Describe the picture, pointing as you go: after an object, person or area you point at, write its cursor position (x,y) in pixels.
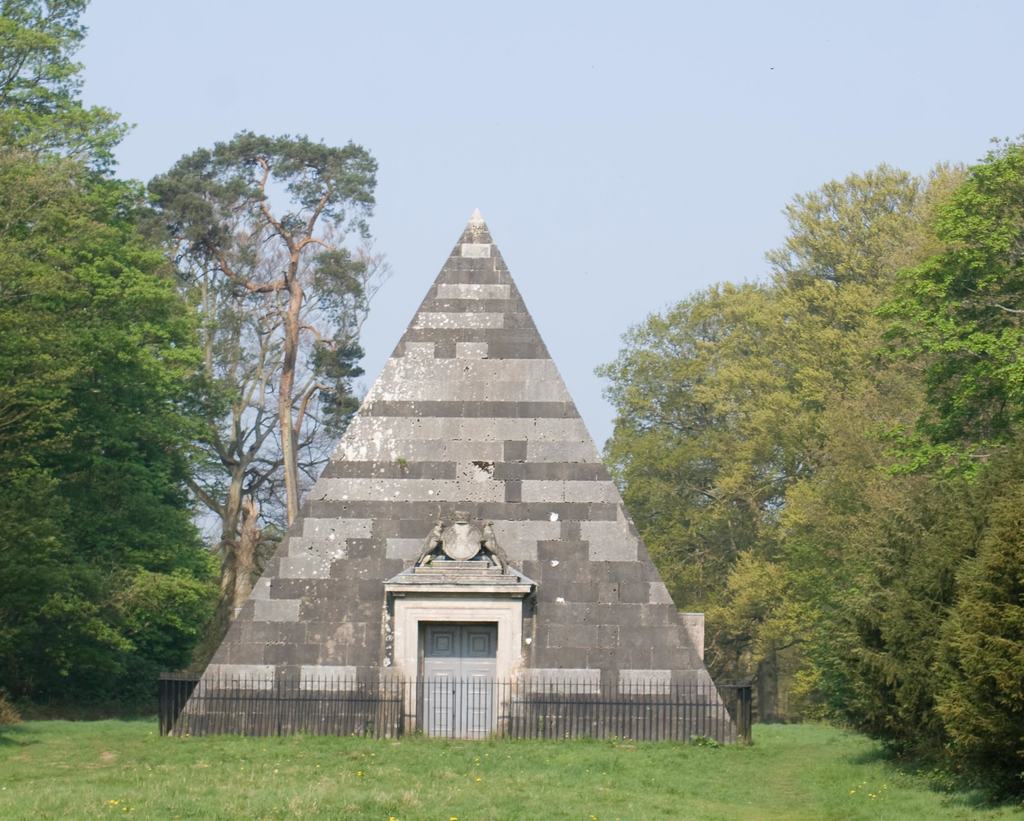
In this image, this looks like a pyramid (459,644) with the doors (455,647) and sculptures (450,559). I think these are the iron grilles (530,705). These are the trees (199,372) with branches (311,221) and leaves (946,610). At the bottom of the image (399,781), I can see the grass (560,768). This is the sky (496,106).
